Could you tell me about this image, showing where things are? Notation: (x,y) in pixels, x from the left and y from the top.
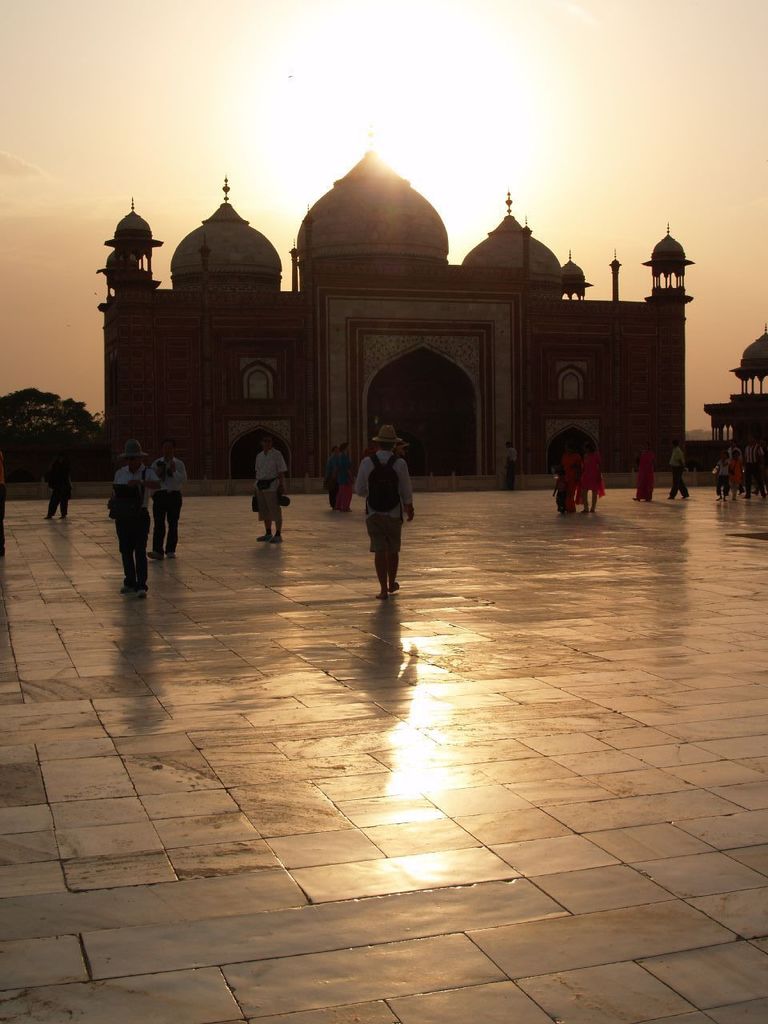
In the background (602,41) we can see the sky (557,32). In this picture we can see ancient architecture (665,291), tree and people (168,517). In the middle portion of the picture (388,473) we can see a man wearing a hat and backpack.
